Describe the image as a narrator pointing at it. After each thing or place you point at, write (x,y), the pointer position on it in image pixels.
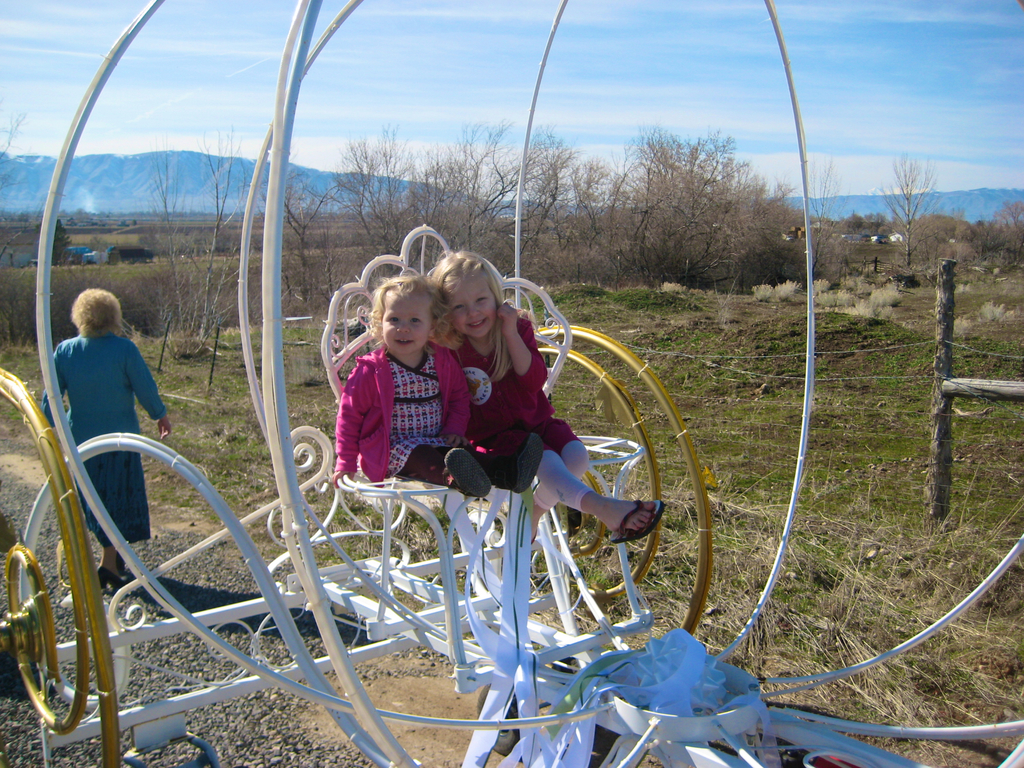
In this image in the front (544,628) there is an object (166,631) which is white in colour and there are kids (447,402) sitting on the object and there is a woman (110,479) standing. In the background (592,224) there are dry trees (634,216), there is grass (784,403) on the ground (690,345) and the sky (308,129) is cloudy.
